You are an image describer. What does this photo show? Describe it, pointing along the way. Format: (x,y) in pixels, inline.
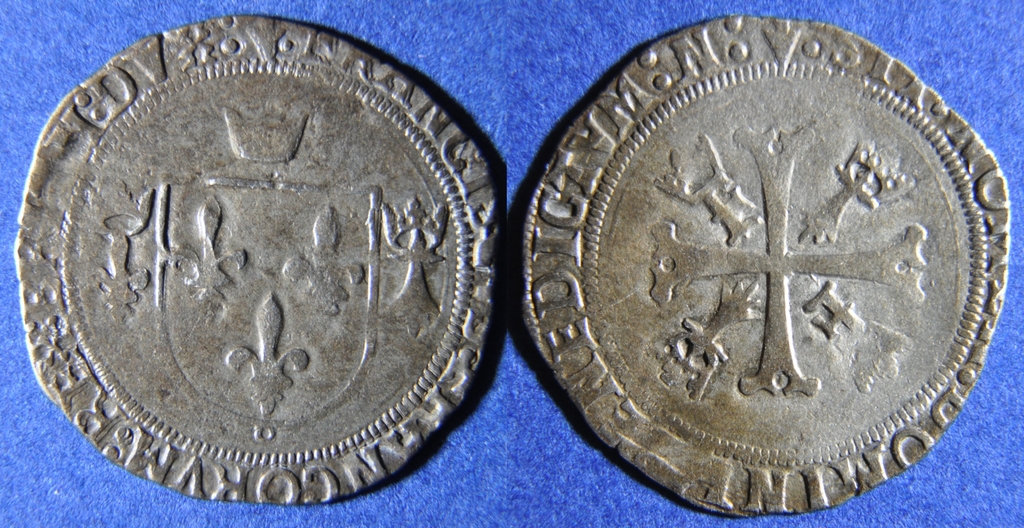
In this image there are coins (385,305) with some text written on it.
